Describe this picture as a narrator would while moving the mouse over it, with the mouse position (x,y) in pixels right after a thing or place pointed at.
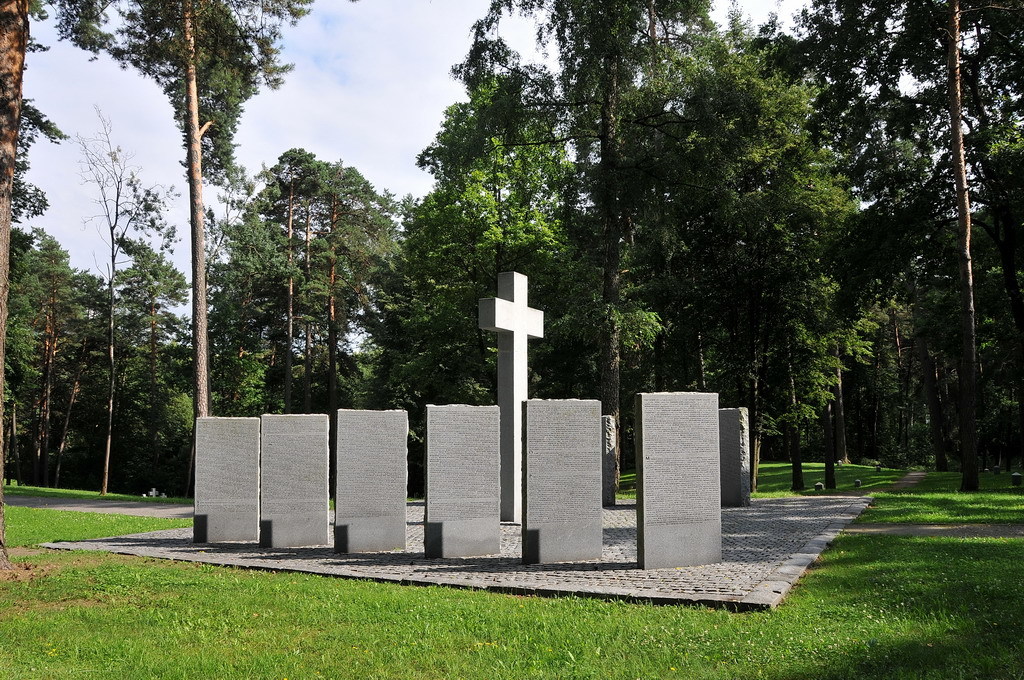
In this image, we can see some stones (391,454) and there is a holy cross symbol (518,360), there's grass (551,671) on the ground (115,653), we can see some trees (430,253), at the top (339,58) there is a sky (350,43).
